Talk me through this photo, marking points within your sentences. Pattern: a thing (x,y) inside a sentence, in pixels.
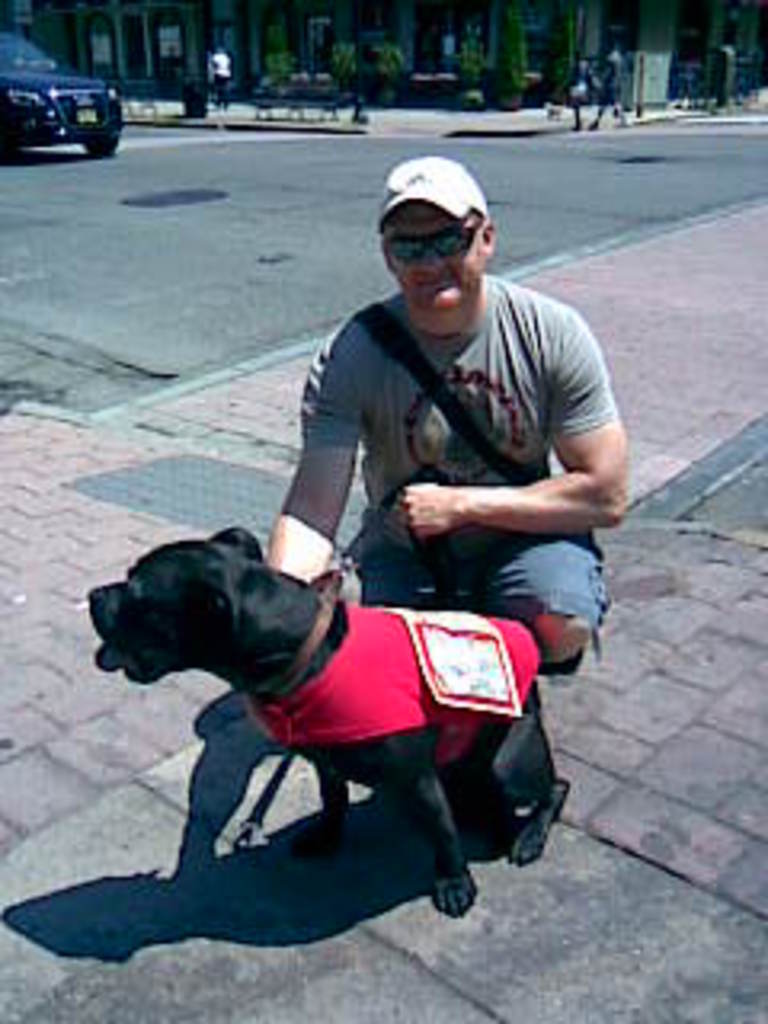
In this image I can see a person (404,294) wearing the cap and holding the dog (408,697). To the back of him there is a car (76,93) on the road (296,176). In the background (381,50) there are few people (605,94) and a building (539,79).
